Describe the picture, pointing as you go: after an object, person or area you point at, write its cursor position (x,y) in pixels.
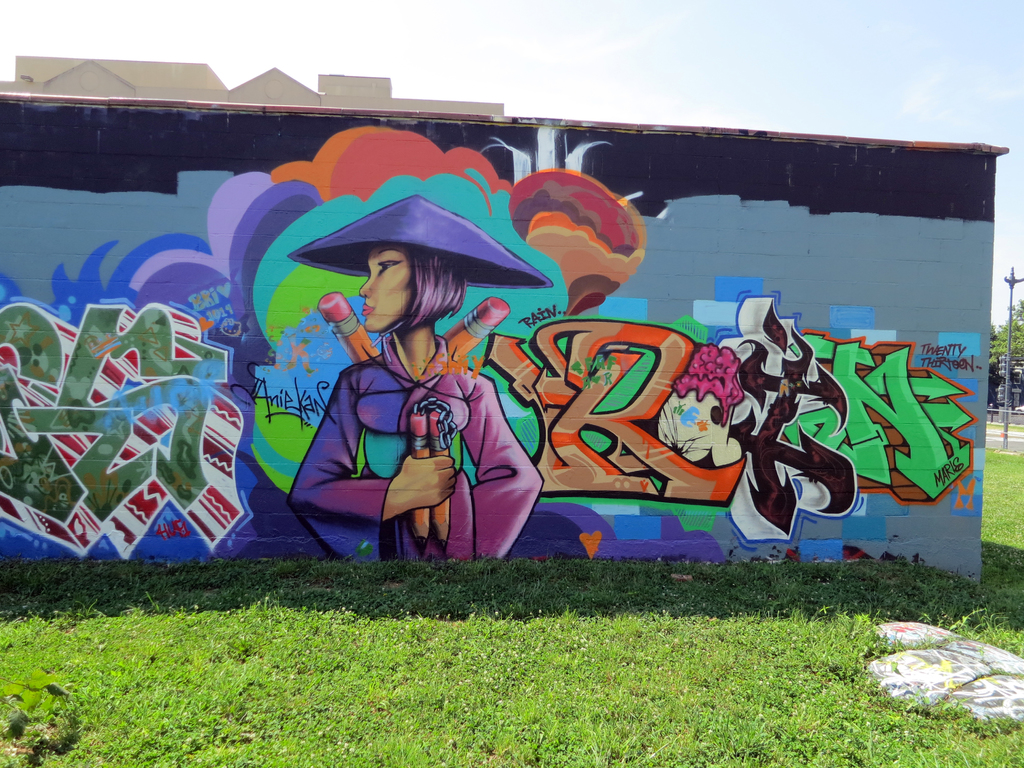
In this image there is a wall (423,196). There is a graffiti art (350,319) on the wall (874,389). There is a picture (393,394) of a woman (393,394) and text (761,387) on the wall (721,348). At the bottom (338,663) there is grass (414,619) on the ground (414,619). To the right (1011,303) there is a street light pole (1012,286). Behind the pole (1004,419) there are trees (997,362). At the top (398,59) there is the sky (412,56).
